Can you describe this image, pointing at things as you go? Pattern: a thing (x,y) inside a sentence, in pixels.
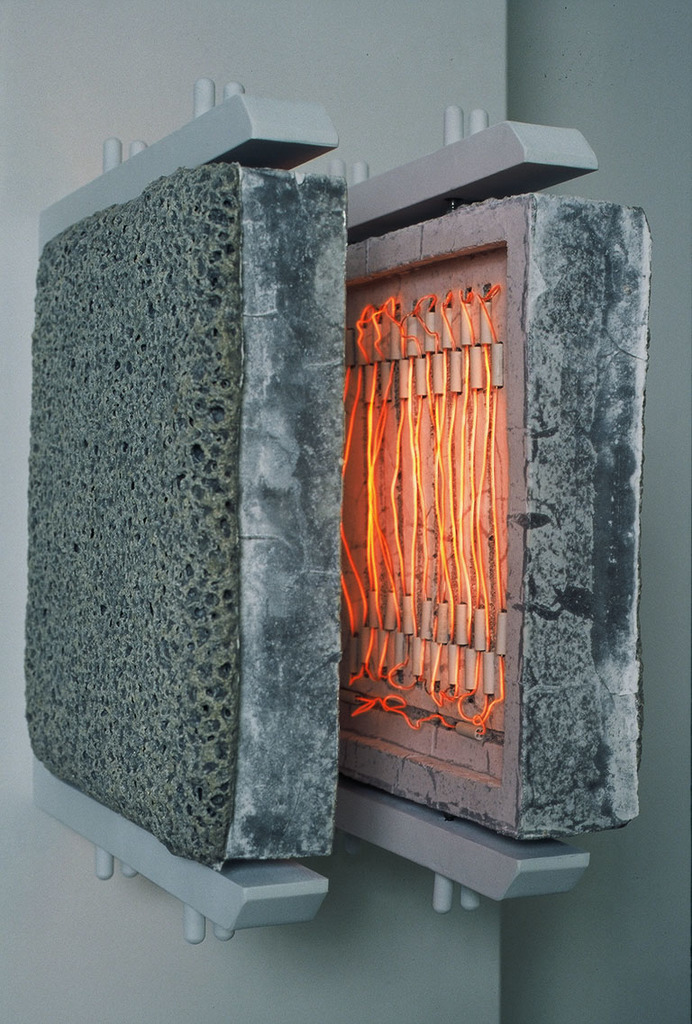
In the center of the image (459,670) we can see two objects (141,505). On the left side (187,663), we can see one ash color object (180,510), which looks like a sponge. And on the right side object (472,520), we can see the wires (472,561) are connected, which are in orange color. And we can see the metal round bars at the top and bottom of the objects (333,419). In the background (343,60) there is a wall (295,64).
